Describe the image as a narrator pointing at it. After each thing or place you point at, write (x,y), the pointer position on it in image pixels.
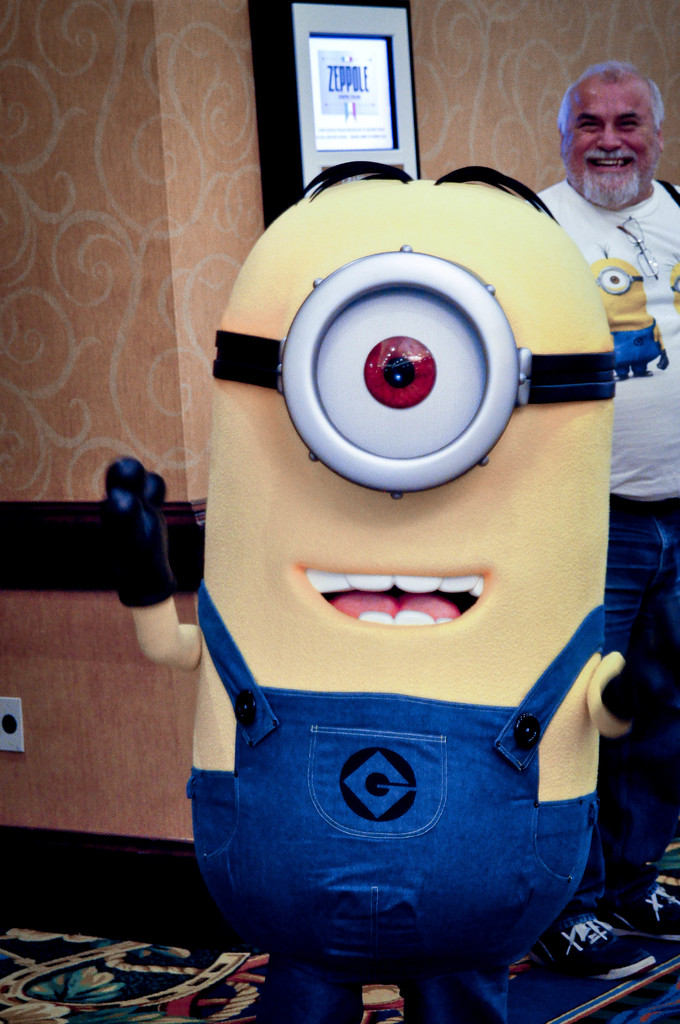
In this image, we can see a minion (288,458) and a person (631,739). We can see the ground (385,999) with mat (153,986). We can also see the wall (88,147) with some objects (309,143).
